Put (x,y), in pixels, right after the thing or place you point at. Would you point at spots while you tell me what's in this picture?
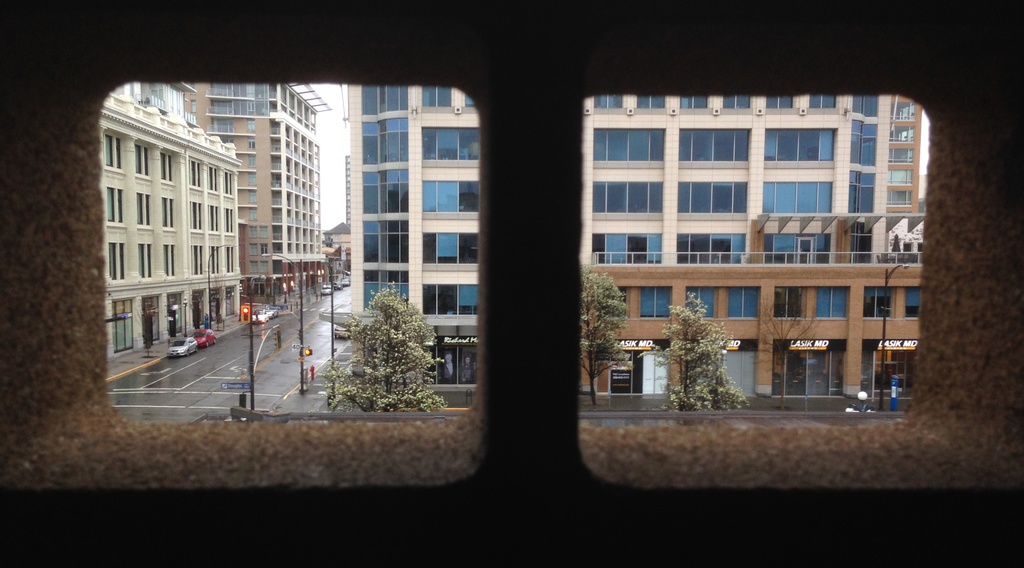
In the picture we can see a road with vehicles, poles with lights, trees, buildings (636,310), and a part of the sky (333,214).
